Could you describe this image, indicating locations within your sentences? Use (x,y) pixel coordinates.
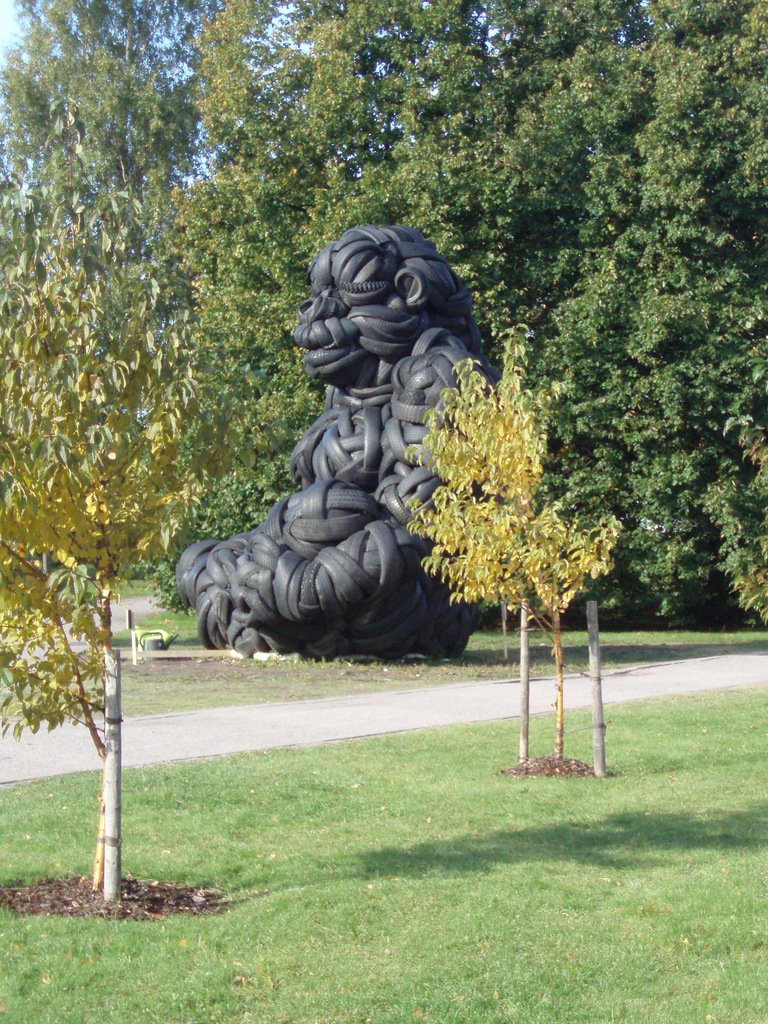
Above this grass (155,708) there is a statue (360,534). Background (545,501) there are trees (696,215).
